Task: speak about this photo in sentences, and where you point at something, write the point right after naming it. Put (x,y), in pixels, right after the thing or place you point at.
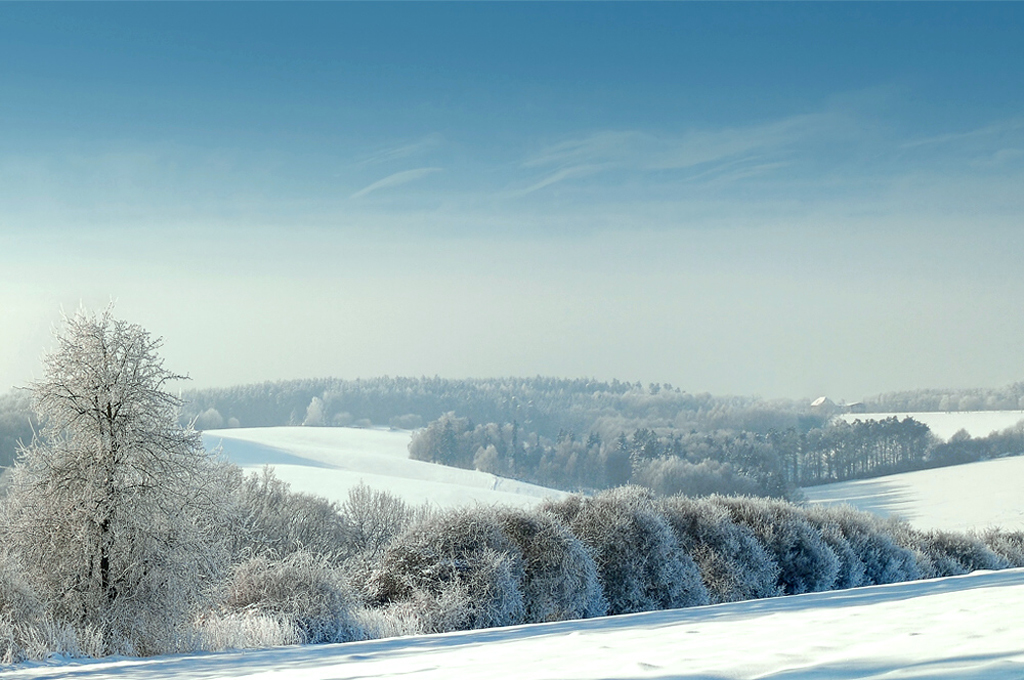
In this image I can see few trees (532,569) covered with snow (270,505). In the background (574,257) the sky (404,251) is in white and blue color.
